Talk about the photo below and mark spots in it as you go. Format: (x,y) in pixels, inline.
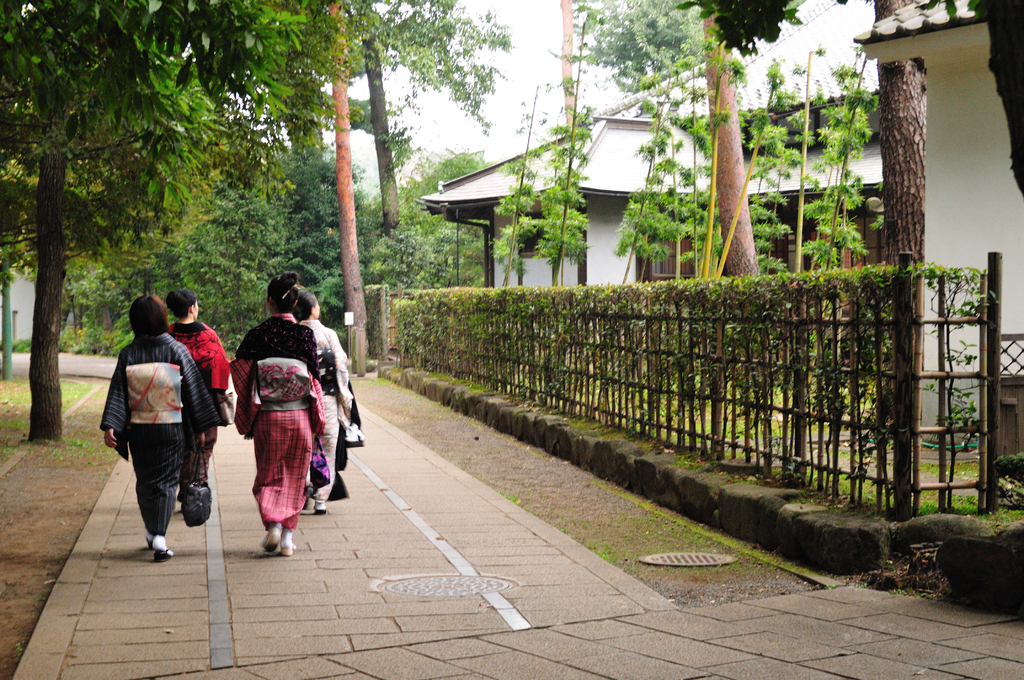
In this picture we can see the sky (547,63), trees (451,91), a house (834,176), roof top (800,92), plants (802,142), wooden fence (659,352). We can see the people (266,523) walking on the floor (194,561). Far, on the left side of the picture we can see a green pole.
